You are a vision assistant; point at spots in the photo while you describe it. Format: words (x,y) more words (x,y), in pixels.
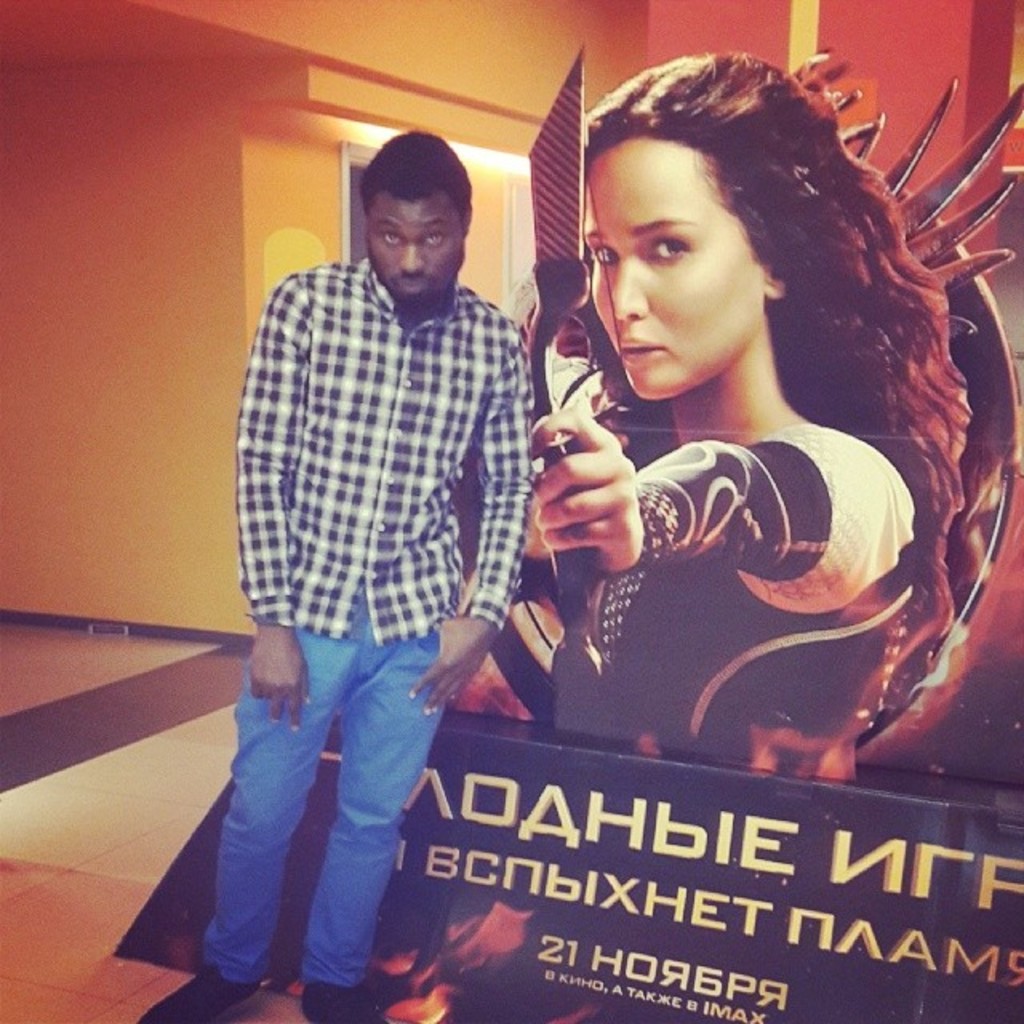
In this image there is one man (427,446) standing and there is a poster (619,490), and in the background (244,123) there is wall (152,509). At the bottom (116,870) there is floor (148,975).
